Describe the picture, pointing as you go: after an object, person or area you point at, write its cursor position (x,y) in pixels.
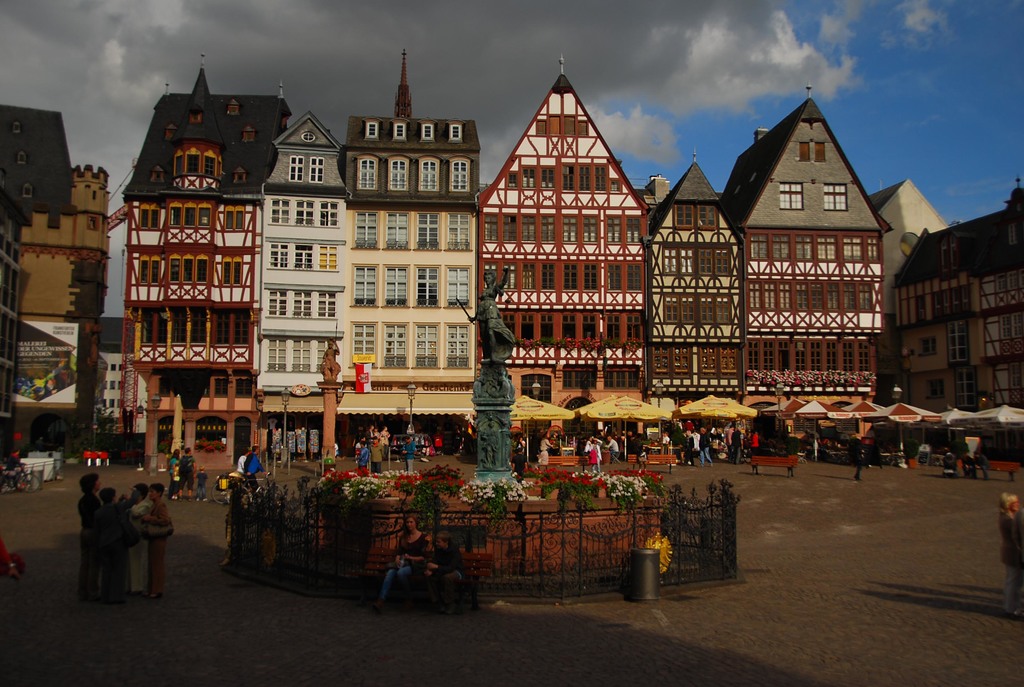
In this image there is a statue (480,470) in the middle of this image (486,445) and there are some buildings (396,309) in the background (447,318). There is a sky (725,83) on the top of this image (635,62). There are some persons (244,463) standing as we can see in the bottom of this image (98,525).
